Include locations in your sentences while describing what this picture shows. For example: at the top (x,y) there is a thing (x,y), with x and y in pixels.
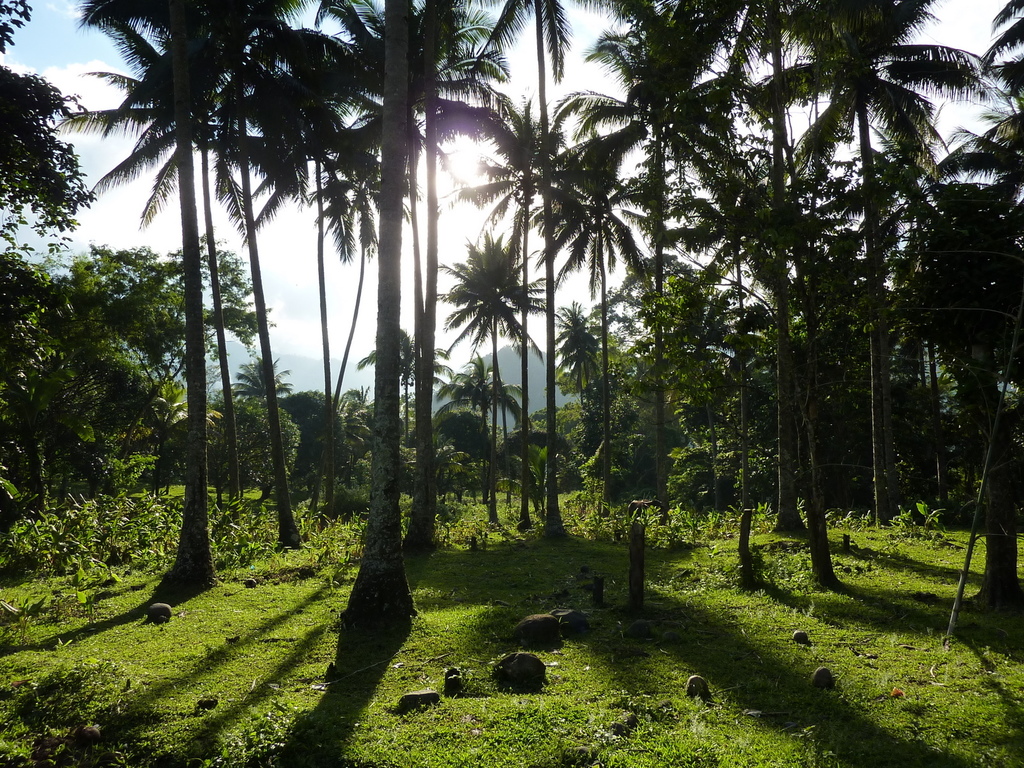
In this image there are coconut trees (587,335) in the middle (454,319). At the bottom (271,609) there is grass (374,671) on the ground (329,672). There are some small plants (118,519) in the middle (590,476). At the top (74,69) there is the sky (103,60) with the clouds (100,78). In the middle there is a sun (475,180).
